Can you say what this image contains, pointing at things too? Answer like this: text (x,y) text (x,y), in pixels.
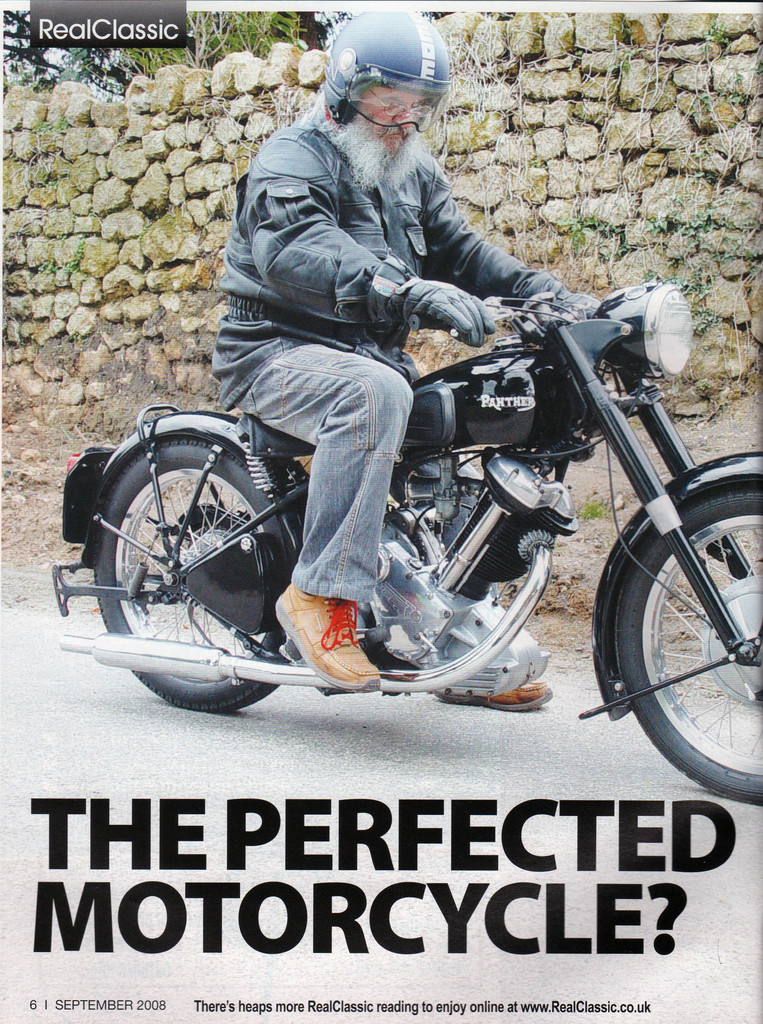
In this picture we can see man (471,295) riding bike (200,525) wore helmet (431,73) and in background (175,124) we can see stones wall (124,177) and this is poster (391,485).
